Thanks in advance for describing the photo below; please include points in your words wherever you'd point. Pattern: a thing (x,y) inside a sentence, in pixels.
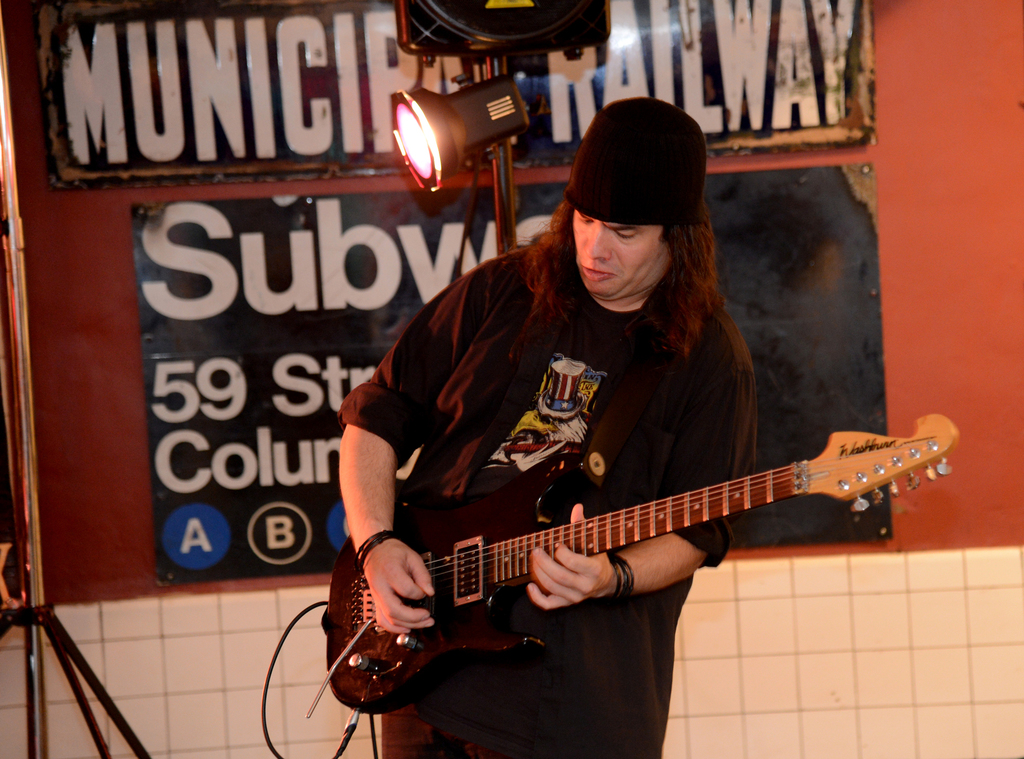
In the image a man (537,446) wearing a black cap (639,204) and black dress (648,432) is playing guitar (576,533). Behind him there is a red wall (84,312) on it there are two board (219,381). There is a light (491,83) attached to a stand (490,64) behind him.
